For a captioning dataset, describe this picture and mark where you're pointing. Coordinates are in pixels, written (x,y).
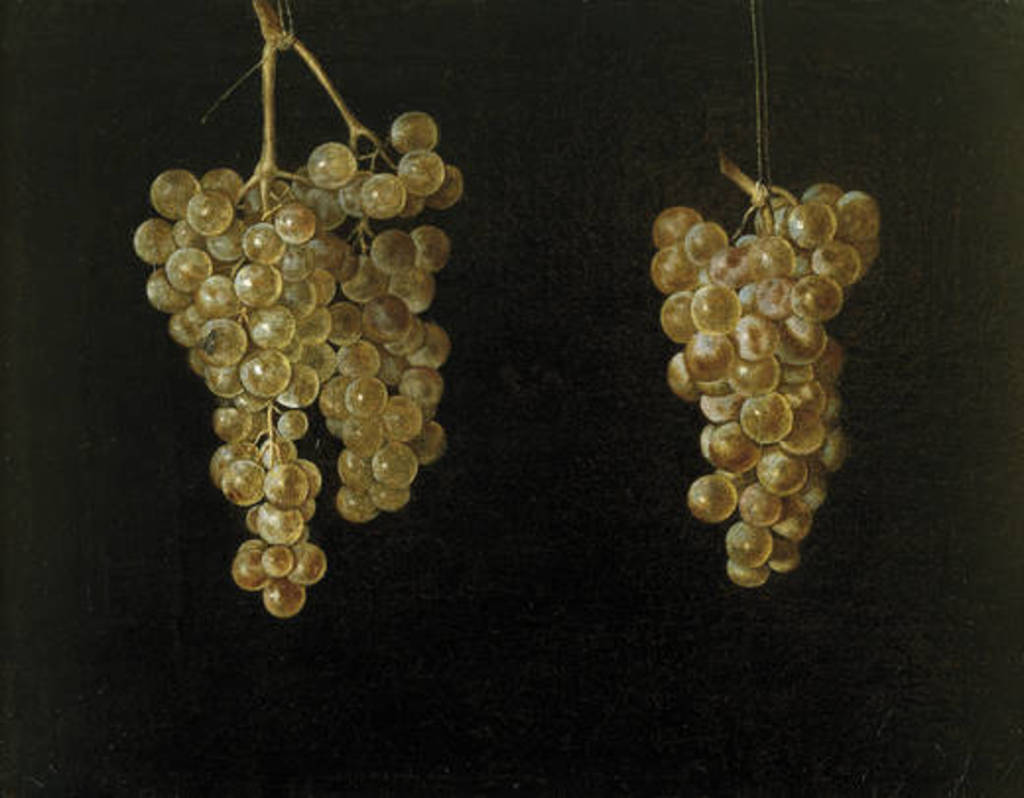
In this image, we can see an artificial grapes (407,193) which are hanging and the background (794,676) is dark.
